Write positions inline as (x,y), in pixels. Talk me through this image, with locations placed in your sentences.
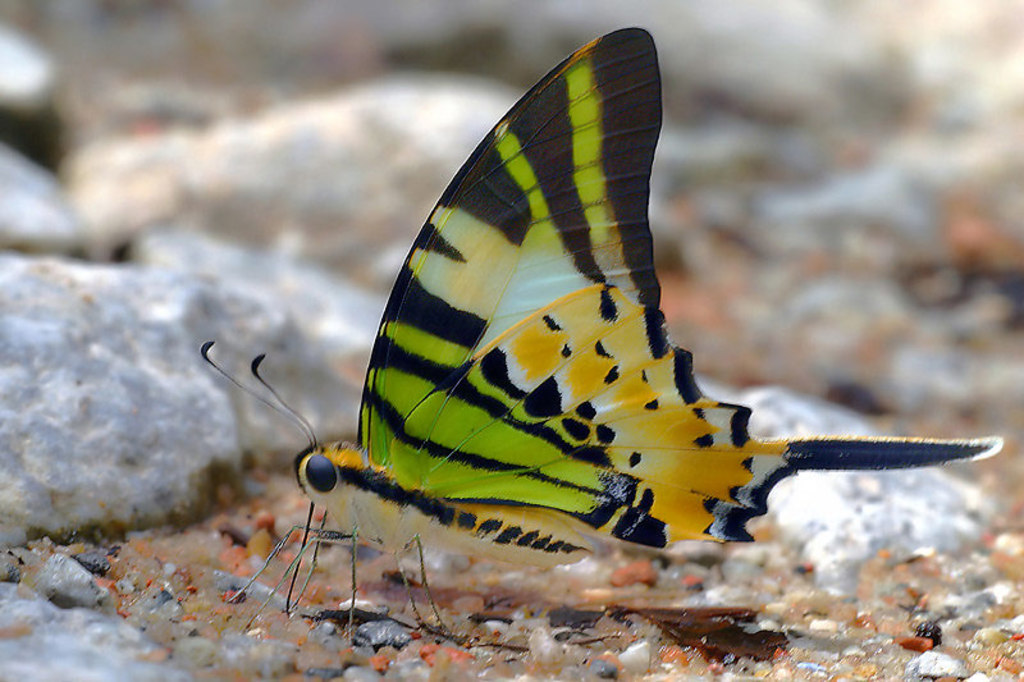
In this image I see a butterfly (471,347) which is of black, green, white and orange in color and it is blurred in the background (795,232) and I see the colorful things (610,601) over here.
